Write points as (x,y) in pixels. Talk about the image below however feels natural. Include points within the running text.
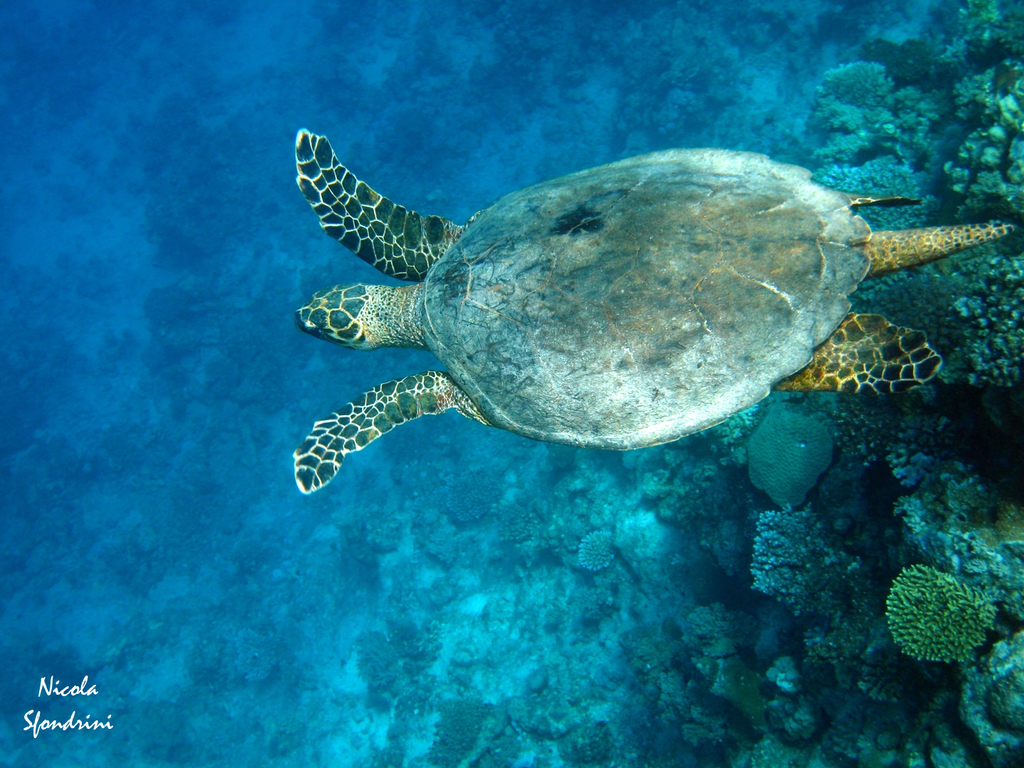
In this image there is a tortoise (550,334) in the water (479,592). Under the water (51,631) there are plants (940,611). There is some text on the left side of the image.
